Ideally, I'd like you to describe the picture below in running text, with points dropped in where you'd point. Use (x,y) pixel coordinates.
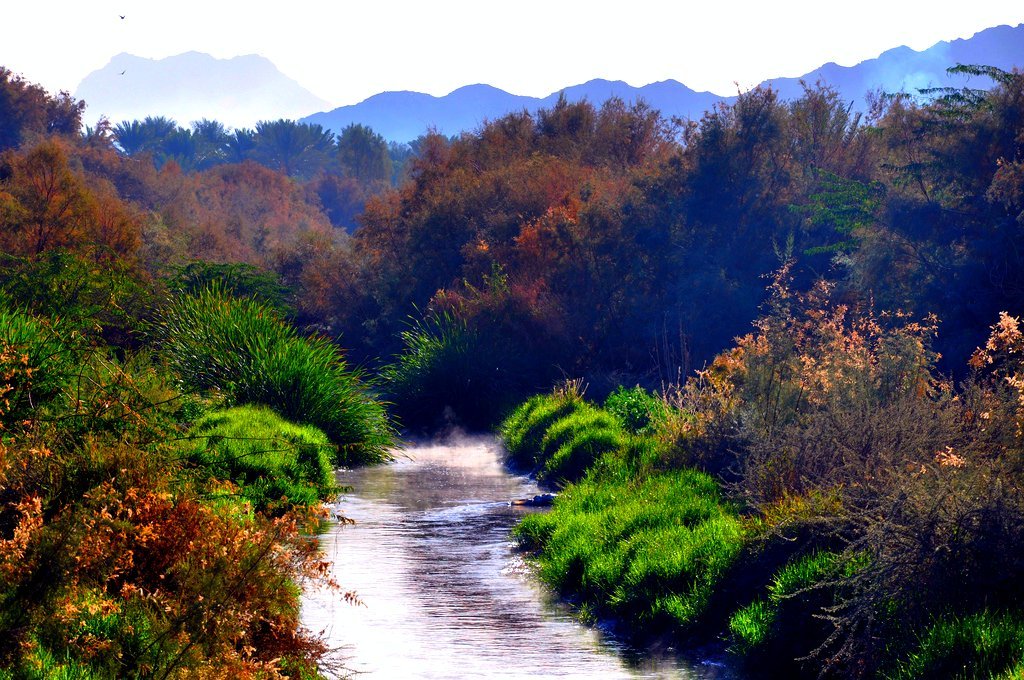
In this image I can see there are trees (372,333), in between the trees (672,191) there is a water (462,449). And at the top (489,102) there is a mountain (394,94) and a sky (532,44).
